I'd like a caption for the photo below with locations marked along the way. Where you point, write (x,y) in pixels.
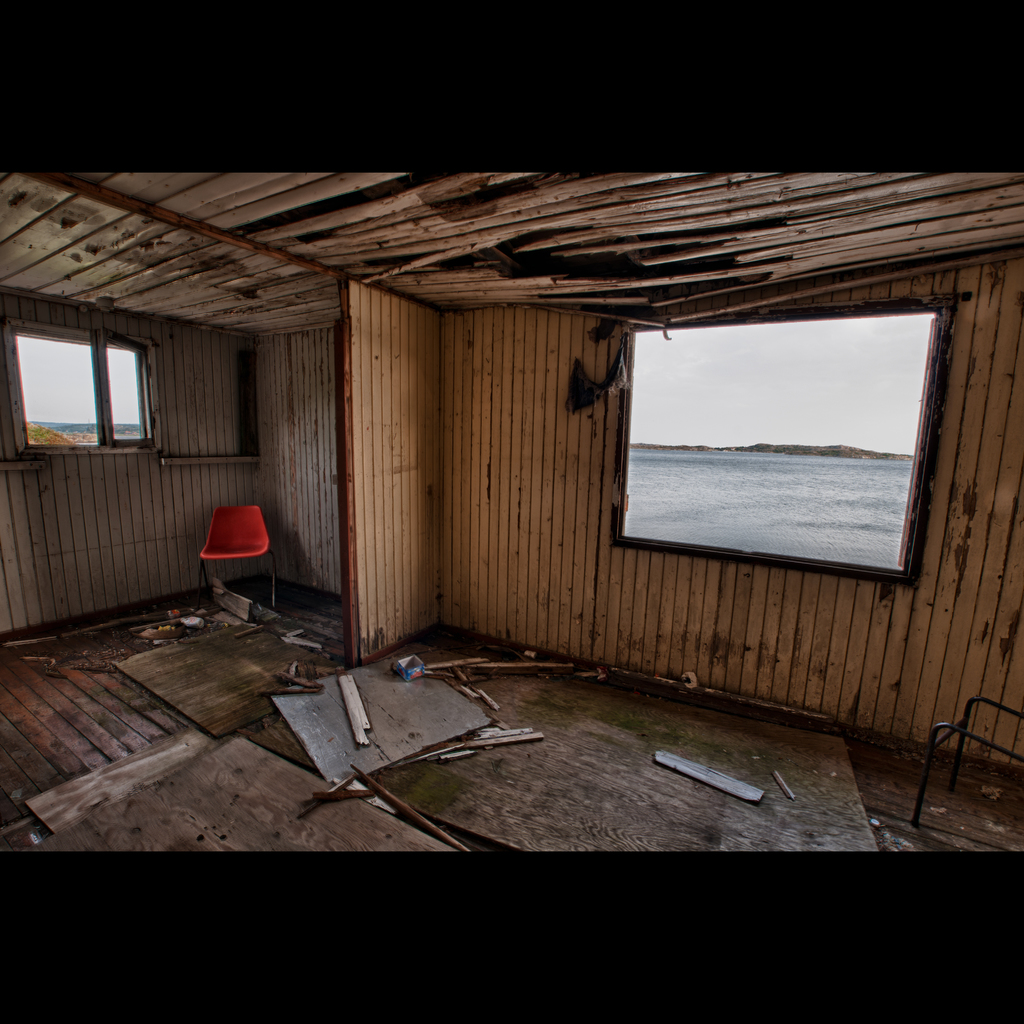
In this image I can see a wooden house (109,548). I can see windows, red chair (240,528), water (771,467) and few wooden sticks (497,662). The sky (798,385) is in white color.
